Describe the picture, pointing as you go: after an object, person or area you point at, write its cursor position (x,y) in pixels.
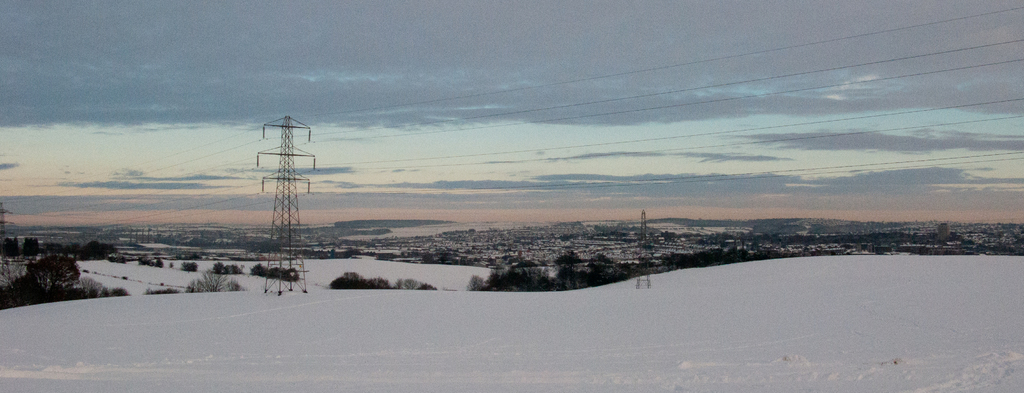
In this image we can see the snow (586,297). There is an electrical tower (303,176) and few cables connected to it. There are many trees (556,265) in the image. We can see many houses (570,233) and buildings (620,240) in the image. We can see the clouds (474,181) in the sky (604,214).
